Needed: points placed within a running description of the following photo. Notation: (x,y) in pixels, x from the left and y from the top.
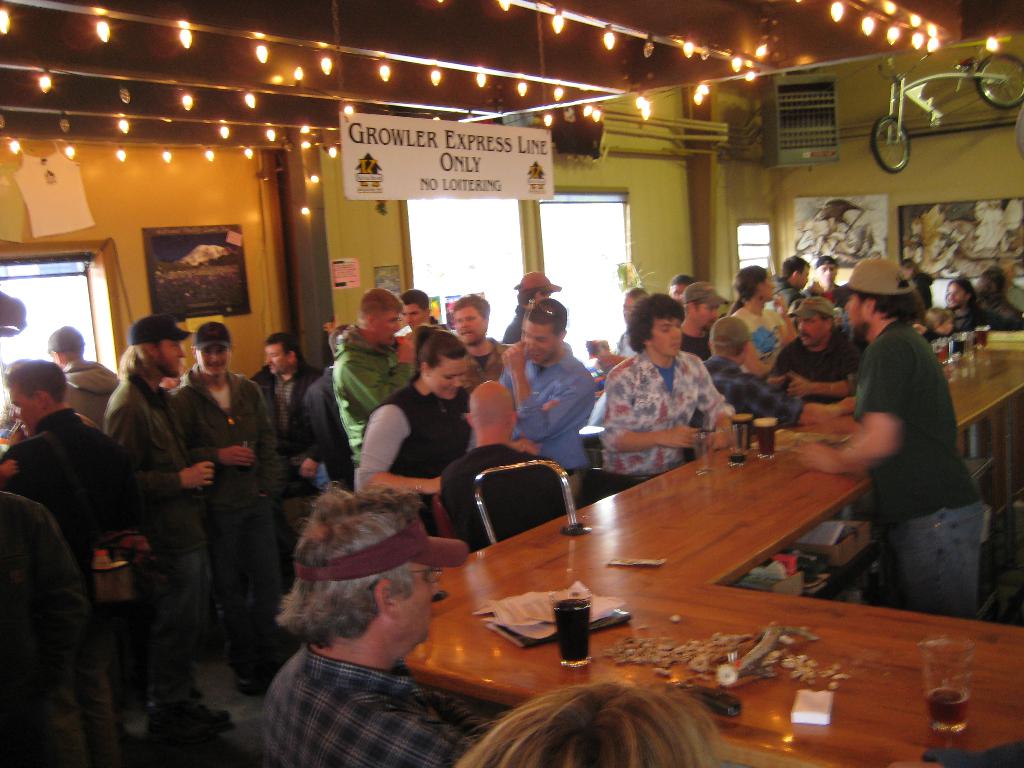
In this image there are group of people (393,375). On the table (541,536) there is a glass (579,633), paper (497,609) and some objects (721,663).
